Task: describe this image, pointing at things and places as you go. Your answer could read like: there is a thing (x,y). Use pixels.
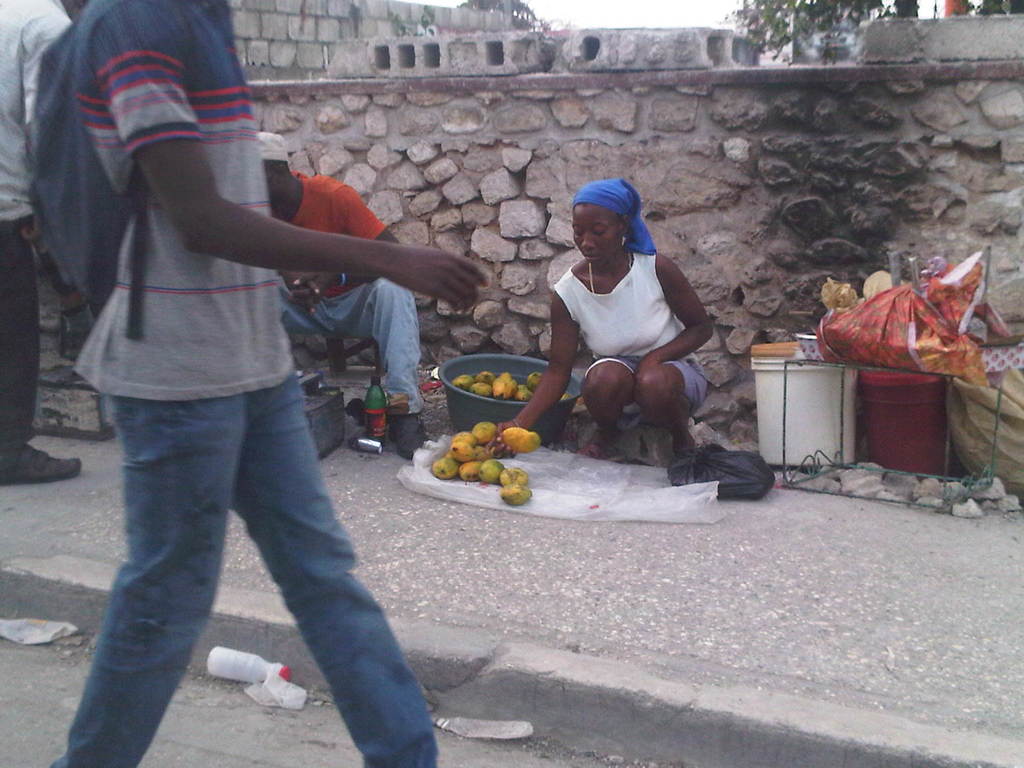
This image is clicked on the roads (328,708). There are many persons (181,352) in this image. In the front (118,365), we can see a man (185,382) walking. He is also wearing a backpack (77,204). In the middle (557,335), there is a woman (642,374) wearing a white dress (611,330) is selling the fruits (489,480). In the background (679,65), there is a wall (373,143). On the left (30,336), there are two men (23,305). At the bottom (432,716), there is a road (293,736). On the right (810,426), we can see two buckets (839,433).
